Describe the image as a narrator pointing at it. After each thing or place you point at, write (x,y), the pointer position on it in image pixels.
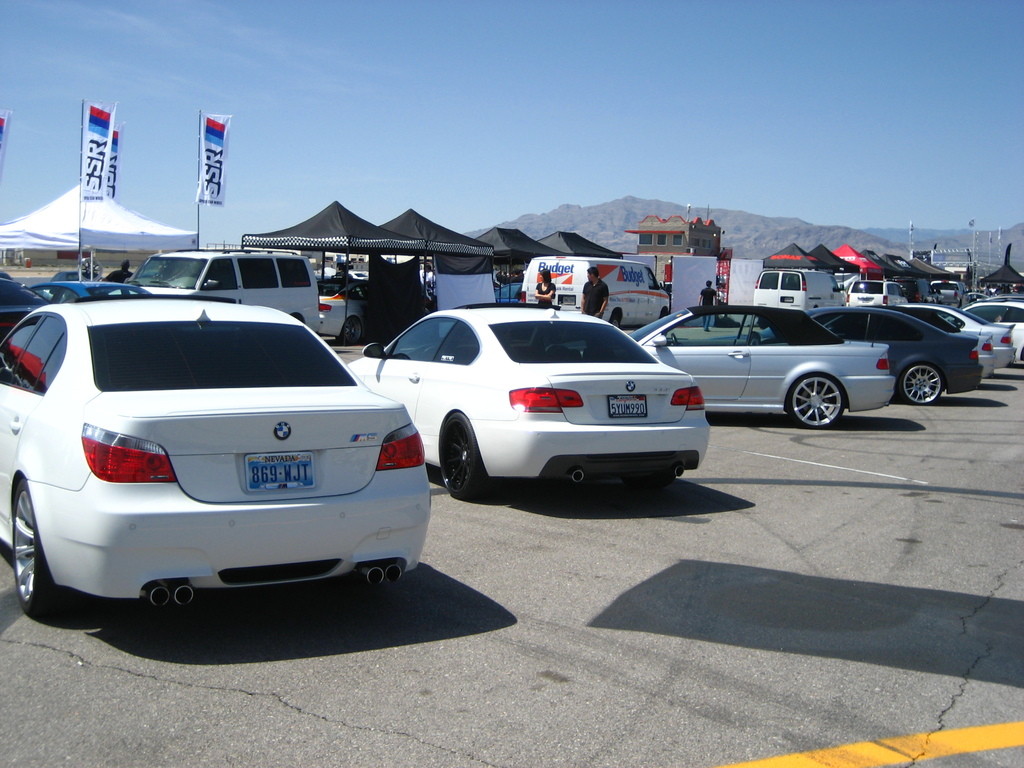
In the foreground of this image (651,369), there are cars (671,400) on the road (671,710). In the background (817,303), there are cars (352,310), vans (631,278), tents (306,243), flags (213,177), poles (200,153), few boards (673,273), a building (696,249), mountains (579,215), sky (502,108) and the cloud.
